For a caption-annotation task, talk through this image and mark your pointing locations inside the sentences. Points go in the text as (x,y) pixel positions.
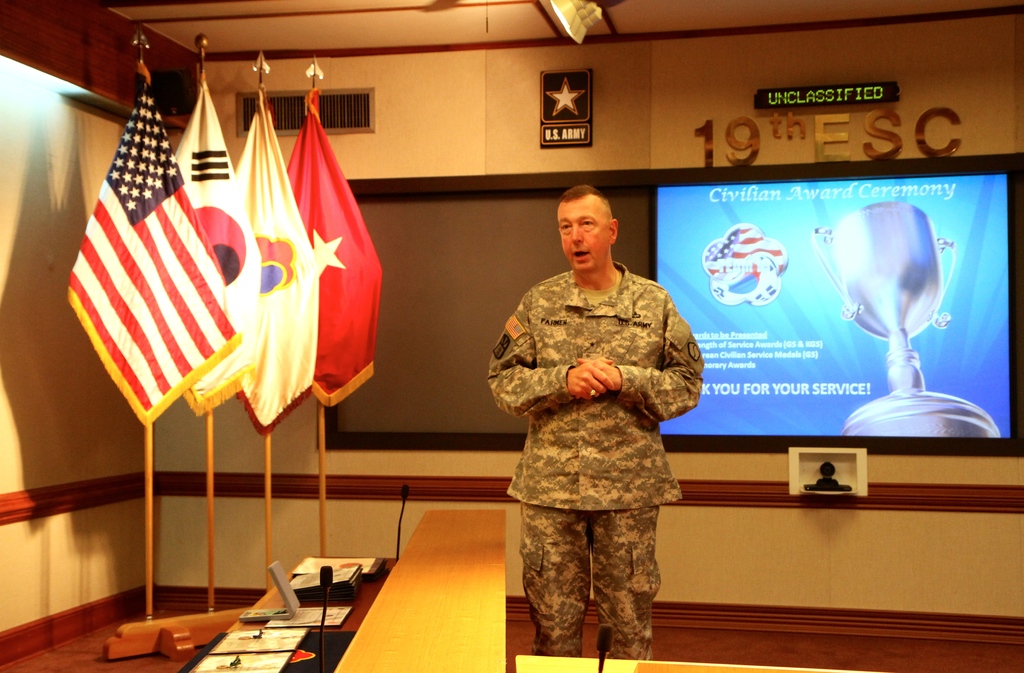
In the middle (582,297) there is a man (569,505) and on the table (262,626) we can see laptop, papers (327,616) and microphones (321,584). In the background (774,522) there are flags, wall (28,234), screen (738,405) and light (570,39).
